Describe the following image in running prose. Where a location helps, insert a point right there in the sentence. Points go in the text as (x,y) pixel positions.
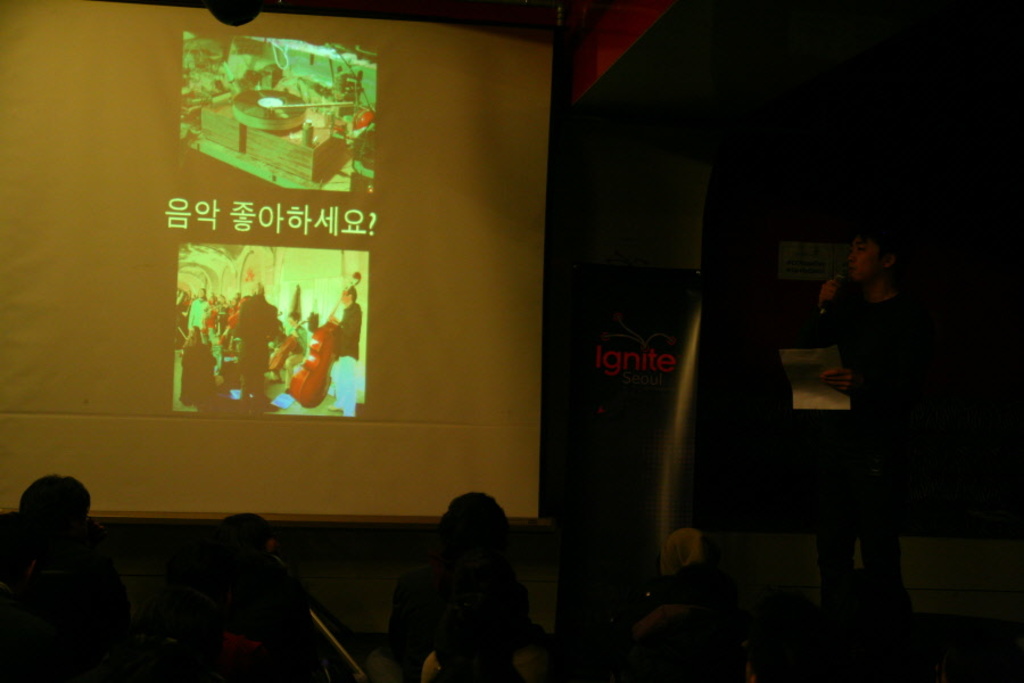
On the right side of the image (818,488) we can see a person (880,533) standing and holding a mic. We can see a paper (816,390) in his hand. At the bottom (202,622) there are people (292,604) sitting. On the left (205,466) there is a screen (265,388).
